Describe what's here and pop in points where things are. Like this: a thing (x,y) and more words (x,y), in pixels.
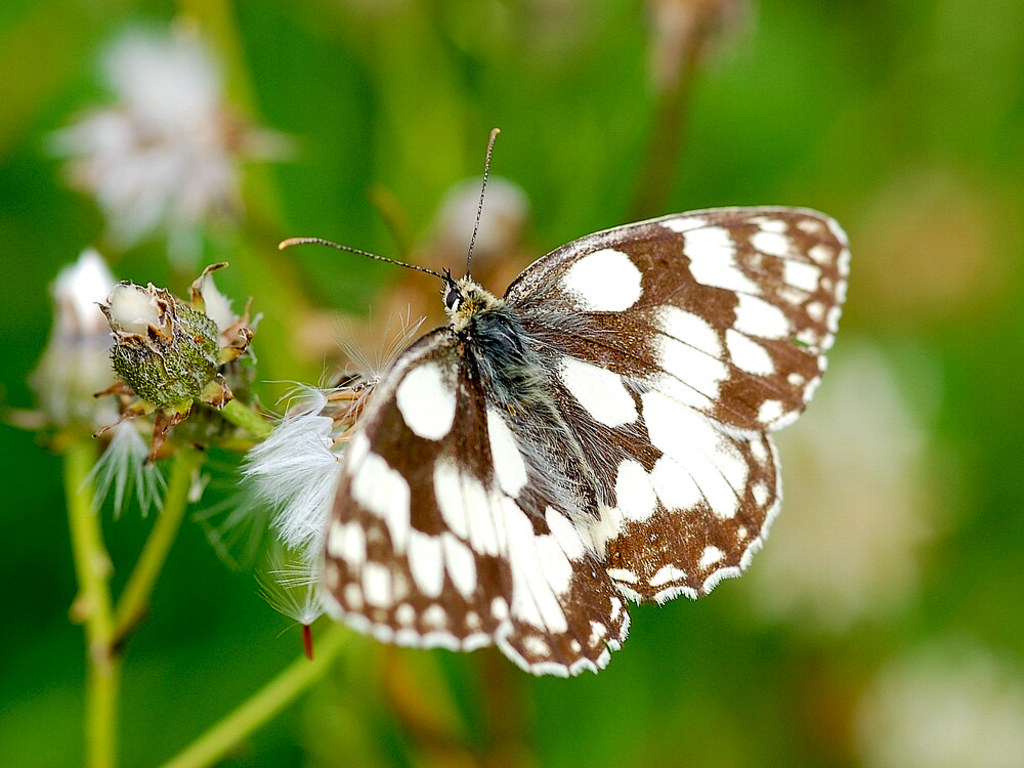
In this image I can see a butterfly (590,574) on a flower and the background (1005,143) is blurred.
